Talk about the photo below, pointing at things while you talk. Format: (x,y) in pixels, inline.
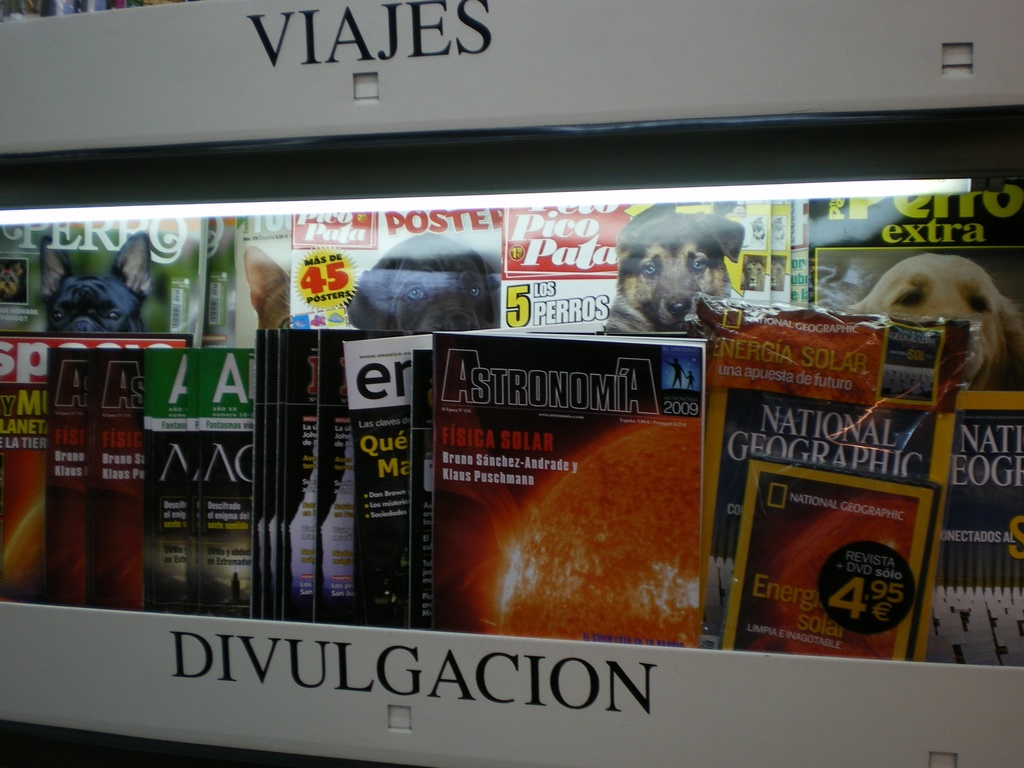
In this image there is a shelf (518,716), there is text (418,38) on the shelf (472,644), there are books (382,463), there is text (385,480) on the books (299,479), there are numbers (839,604) on the books (491,511), there are dogs (640,271) on the books (538,314).
